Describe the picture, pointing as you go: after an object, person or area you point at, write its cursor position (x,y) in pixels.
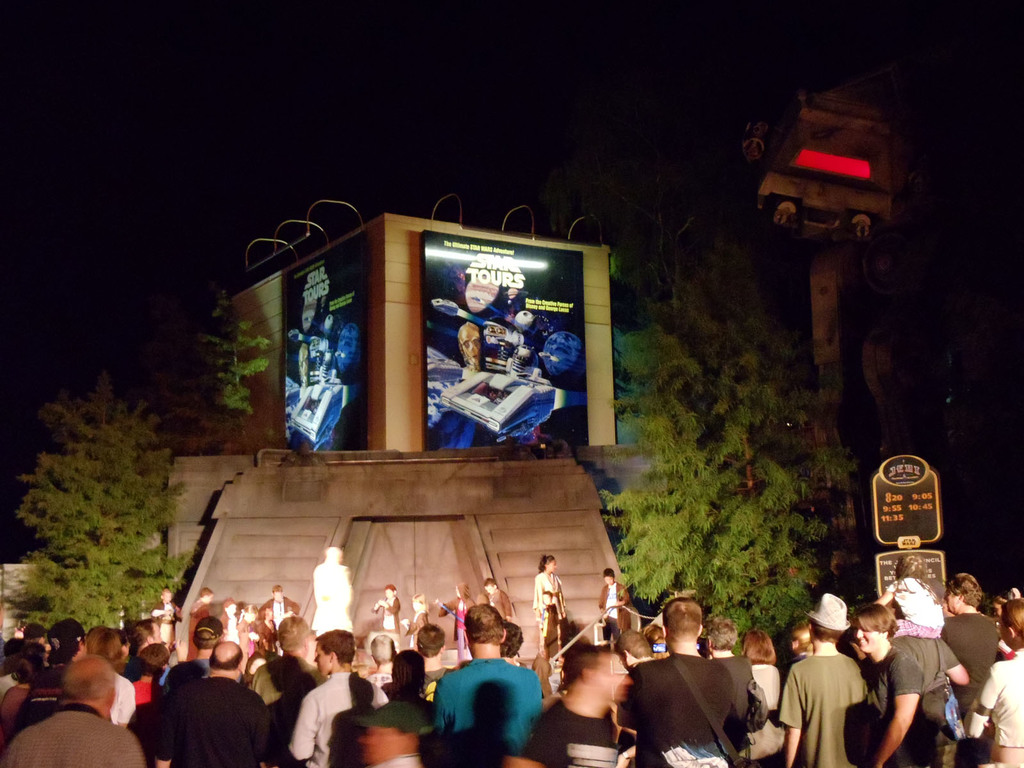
This picture is clicked outside the city. At the bottom of the picture (477,607), we see people (513,640) standing. In front of them, we see children (386,601) performing on the stage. Behind them, we see a wall (269,501) in brown color. Behind that, we see a building (392,379) on which hoarding boards (453,335) are placed. On either side of the building (403,371), we see trees (806,459). At the top of the picture (481,180), it is black in color. On the right side (912,461), we see boards (904,496) with some text (931,560) written on it. This picture might be clicked in the dark.
